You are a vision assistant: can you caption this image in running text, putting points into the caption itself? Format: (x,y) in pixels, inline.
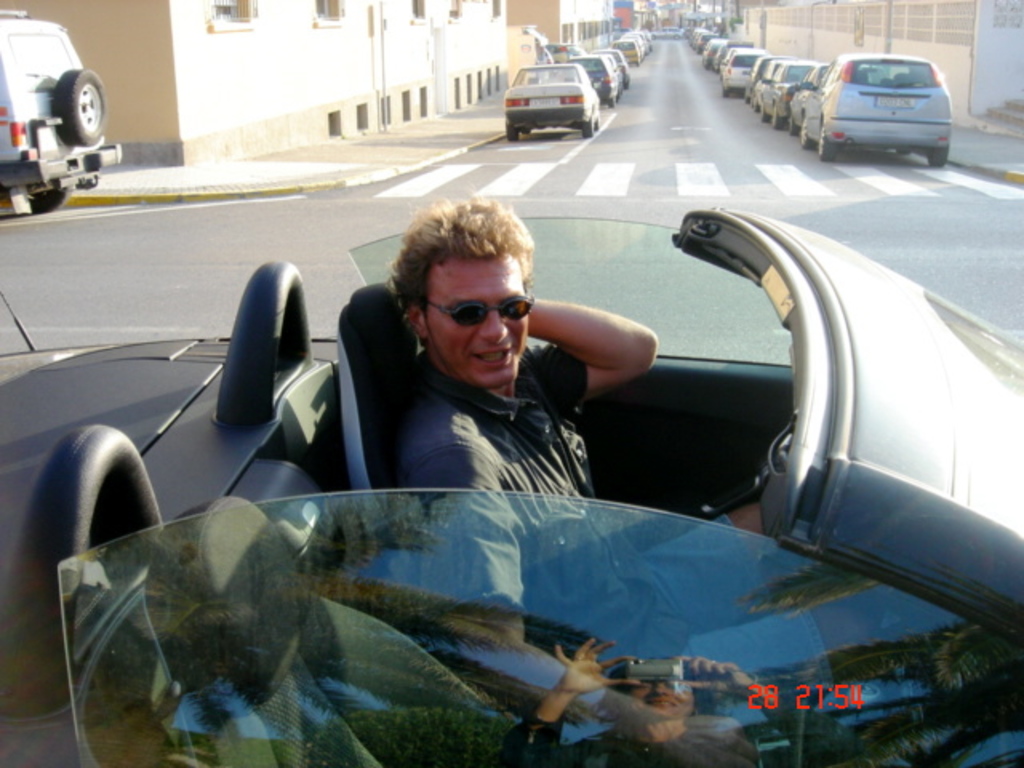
In the foreground (665,597) a man (463,331) is sitting in the car (612,525) and at the bottom (560,647) a person (506,763) is standing and clicking photos from the camera (670,667). On the top (242,232) road (321,232) is visible on which cars (778,91) are parked and buildings (609,14) are visible. This image is taken during day time on the road (307,224).
